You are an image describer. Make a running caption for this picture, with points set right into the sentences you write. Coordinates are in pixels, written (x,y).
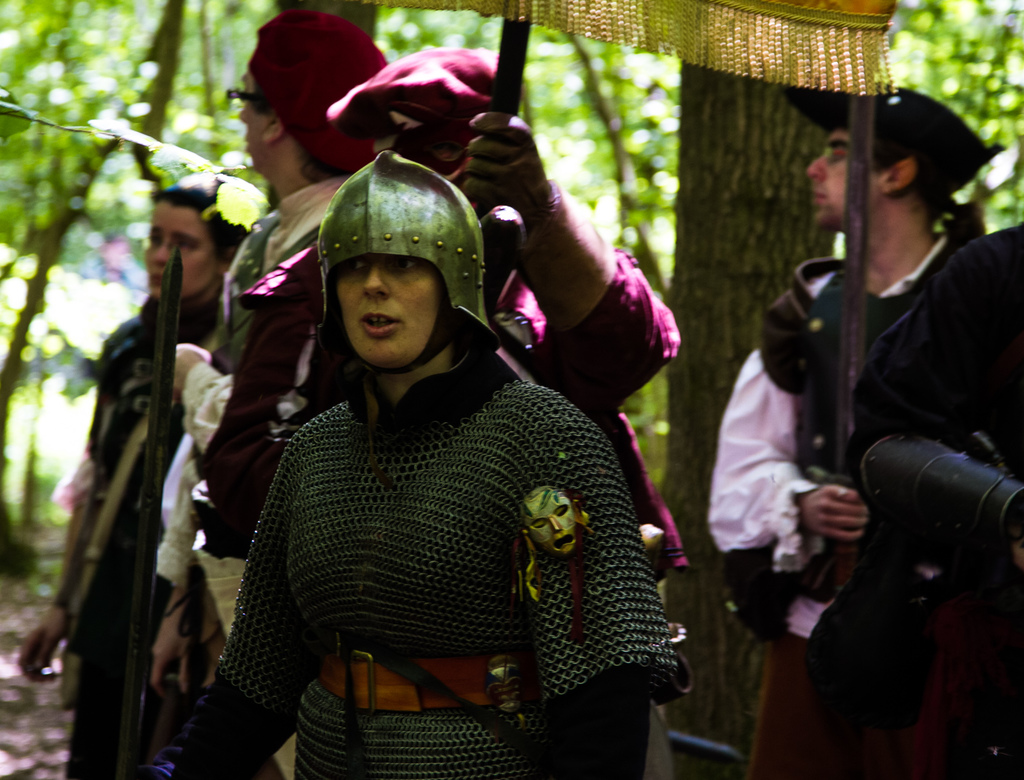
In this picture I can see there is a woman (464,472) standing and wearing an Armour (412,562) and a helmet (417,210). In the backdrop (943,319) there are few other people (428,131) standing and holding the weapons (167,436) and there are trees (693,189) in the backdrop (561,72).
